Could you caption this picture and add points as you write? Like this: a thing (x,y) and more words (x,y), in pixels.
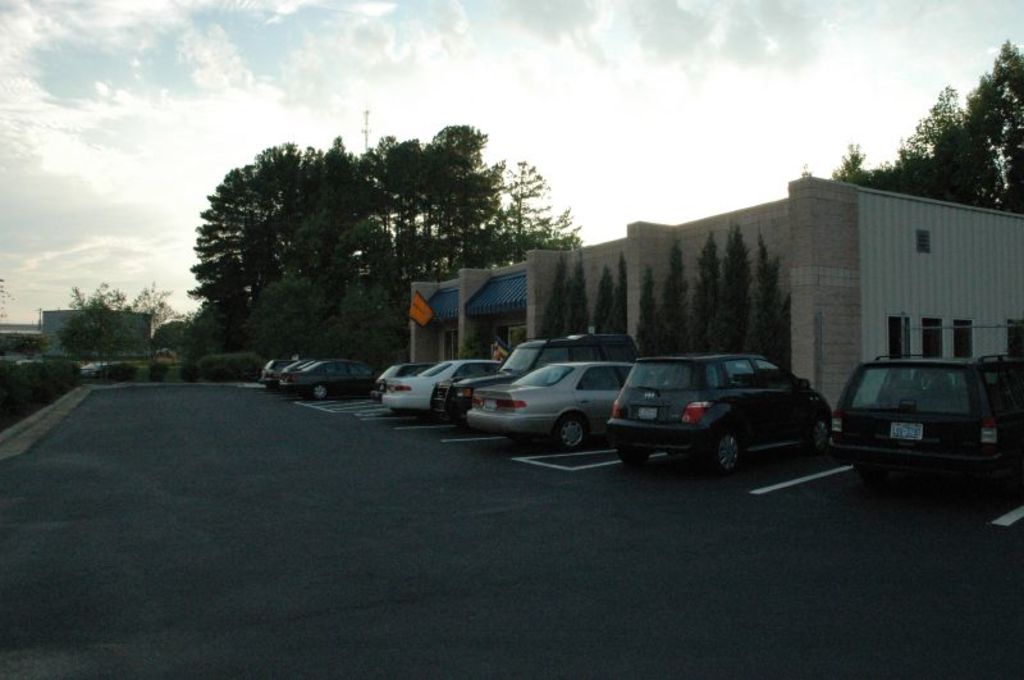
In this image there are cars (499,423) on the road (421,416) and there are trees (311,297), there is a building (521,321) and the sky (51,195) is cloudy.
